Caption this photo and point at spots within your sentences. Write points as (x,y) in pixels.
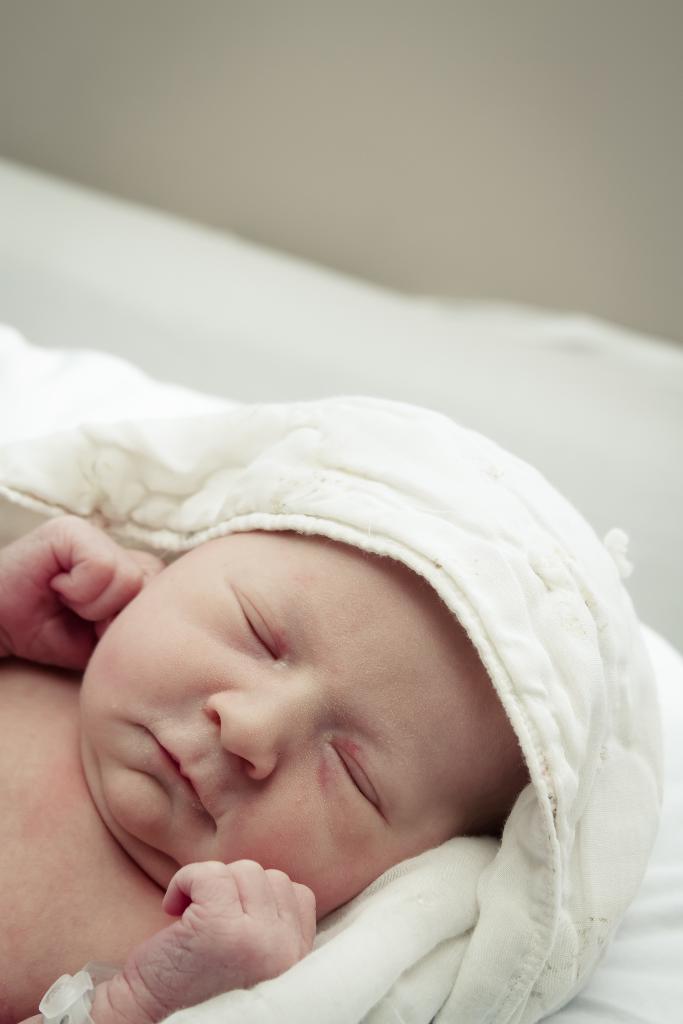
In this picture there is a baby (59,823) and a blanket (462,515). The background (547,224) is blurred.
